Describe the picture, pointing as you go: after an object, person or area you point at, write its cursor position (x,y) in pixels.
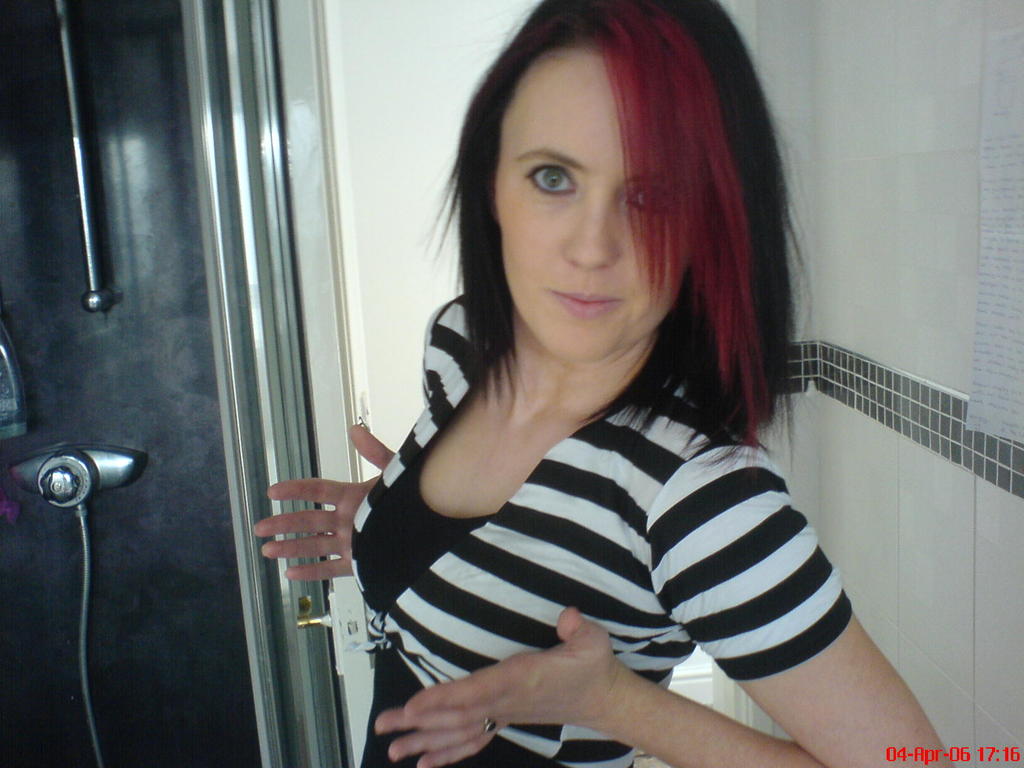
In this picture we can see a woman (489,459). There is the text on a paper (1011,210) visible on the wall (954,421). There are numbers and the text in the bottom right (925,758). We can see a few objects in the background (345,310).
